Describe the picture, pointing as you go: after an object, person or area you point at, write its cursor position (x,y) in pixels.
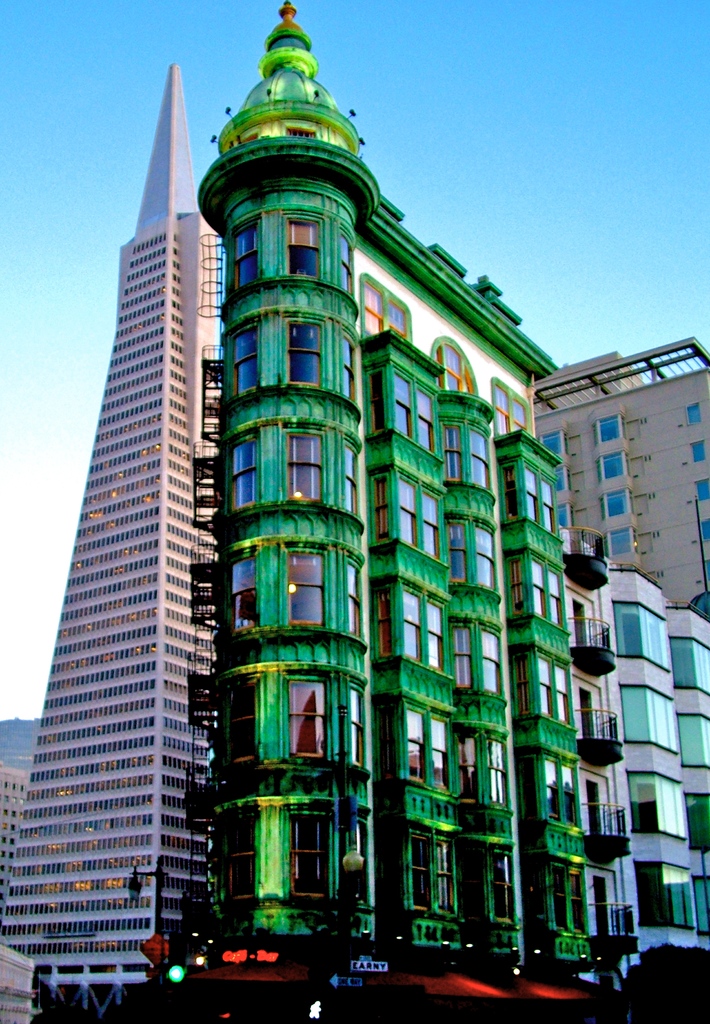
In this image there are buildings (417,670), in the background (525,168) there is the sky (594,203).
